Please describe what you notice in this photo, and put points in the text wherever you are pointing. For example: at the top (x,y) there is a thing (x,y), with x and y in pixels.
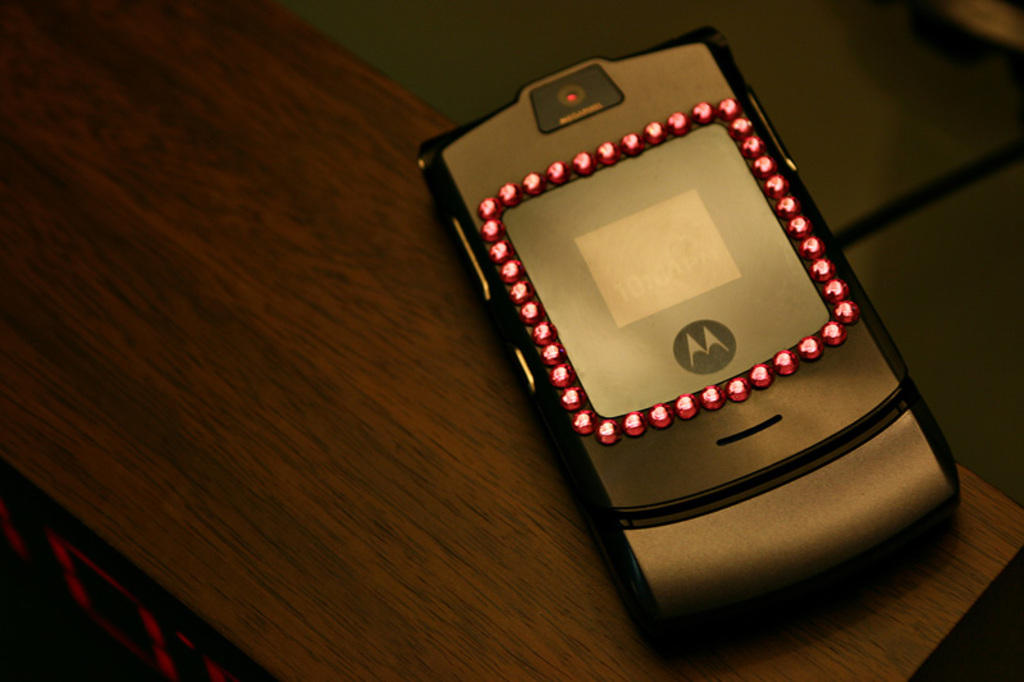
In this picture we can see a mobile (722,549) on a platform (501,432).
